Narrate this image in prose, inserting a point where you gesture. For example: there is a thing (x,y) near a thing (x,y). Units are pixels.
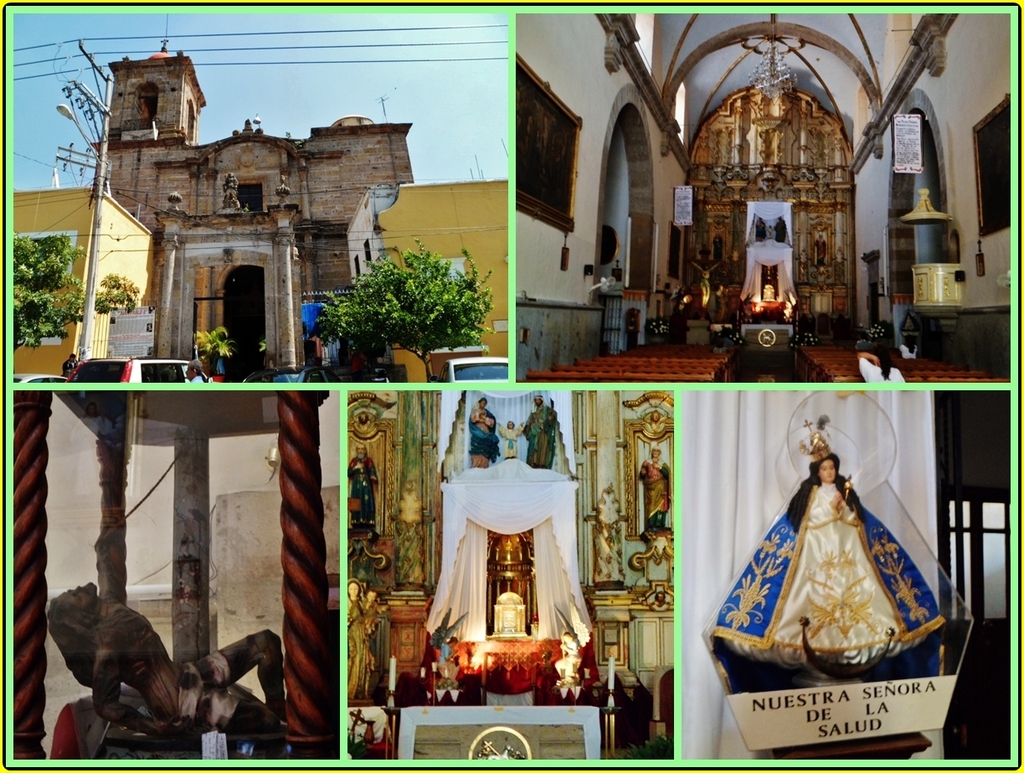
This is an edited image with the borders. at the top right corner (822,238) we can see a chandelier (758,80), benches (918,368) and some other objects (725,232). At the top left corner (261,86) there is a sky (447,91), cables (463,60), buildings (143,148), street light (91,142), pole (108,75), vehicles (140,371) and trees (19,275). At the bottom (811,530) we can see the sculptures (826,521) of persons (832,551) and we can see that text (859,711) on the image. In the background (882,399) there is a white color curtain (729,457) and some other objects (27,741).
